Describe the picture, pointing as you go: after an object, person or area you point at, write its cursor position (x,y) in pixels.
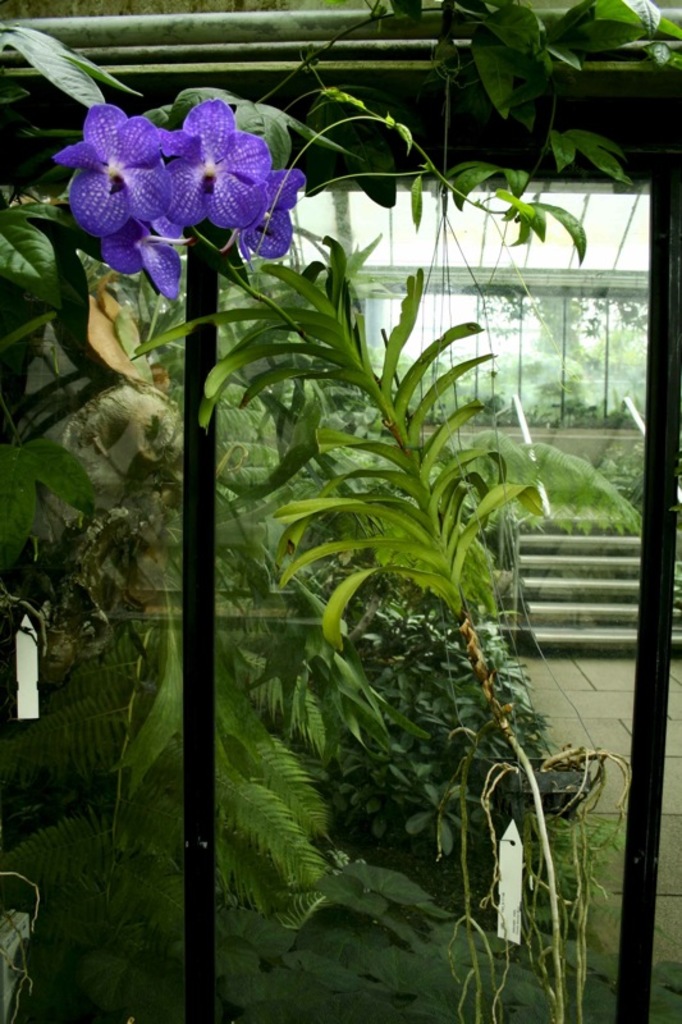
In this image in front (639,922) there is a glass window (571,354). Behind the window (450,362) there are plants (474,571), stairs (550,547). In the background of the image (512,323) there is another glass window (540,330) through which we can see trees (596,351) and sky (511,224).
